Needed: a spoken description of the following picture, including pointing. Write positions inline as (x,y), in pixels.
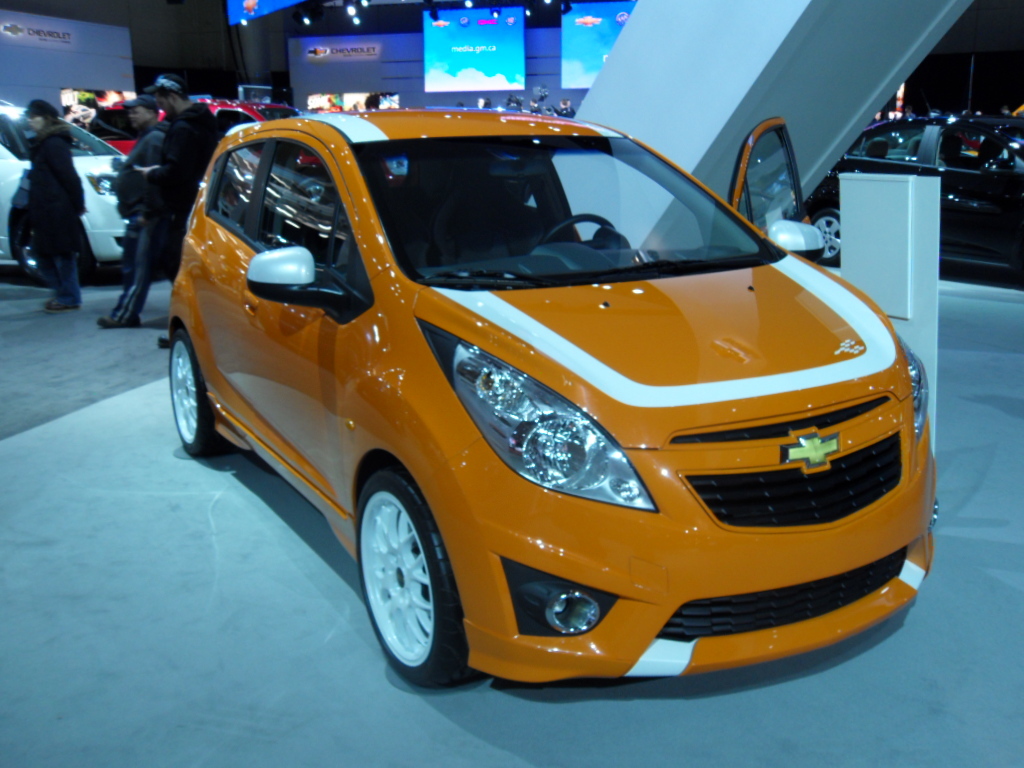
In this image I can see number of cars (315,237) and on the left side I can see three persons (41,114) are standing. In the background (32,67) I can see few boards (352,93) and number of lights (311,23).
